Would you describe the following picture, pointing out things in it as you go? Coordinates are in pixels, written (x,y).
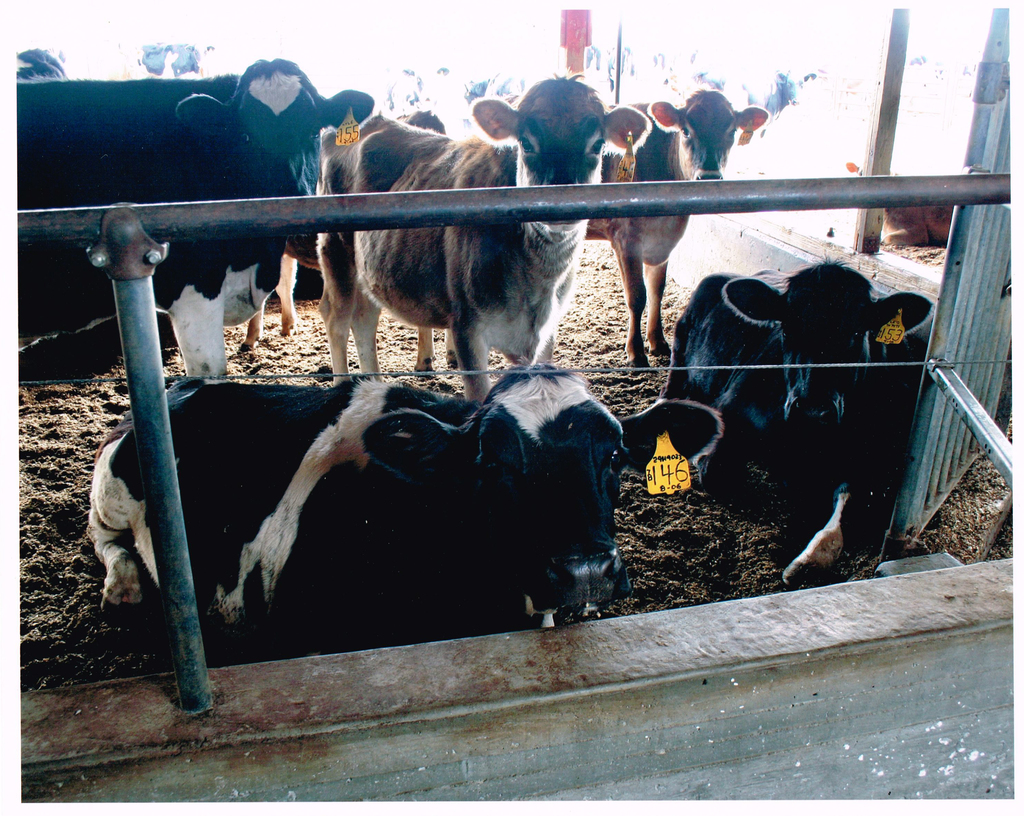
In the center of the image (504,530) there are cows (373,124). There is a metal fencing (173,228). At the bottom of the image (67,650) there is sand (634,612).
